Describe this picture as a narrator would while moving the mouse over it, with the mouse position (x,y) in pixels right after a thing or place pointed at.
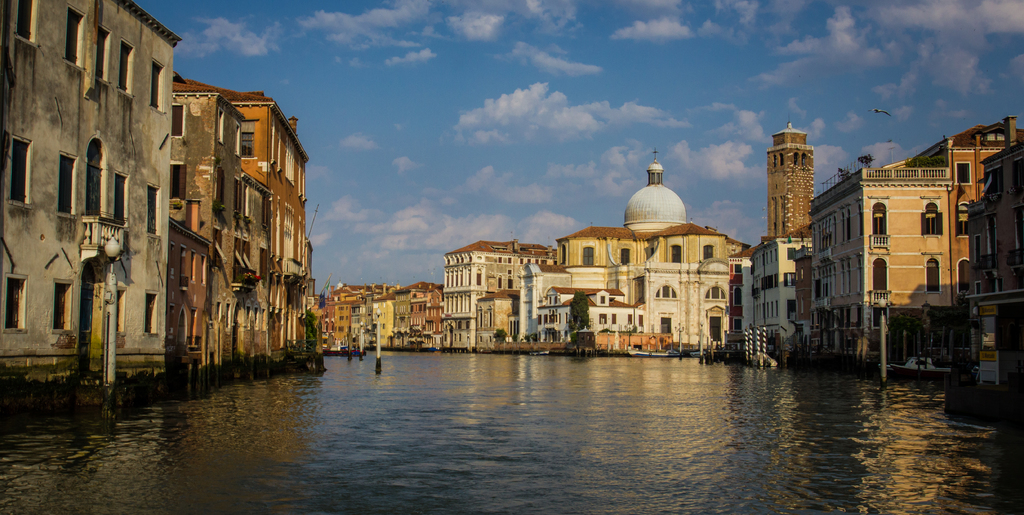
In this picture I can see the water (482,384) in the center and I can see few light poles (379,334). On the both sides of this image I can see the buildings (59,143). On the top of this picture (483,97) I can see the sky (672,70) and a bird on the top right of this picture (885,113).
